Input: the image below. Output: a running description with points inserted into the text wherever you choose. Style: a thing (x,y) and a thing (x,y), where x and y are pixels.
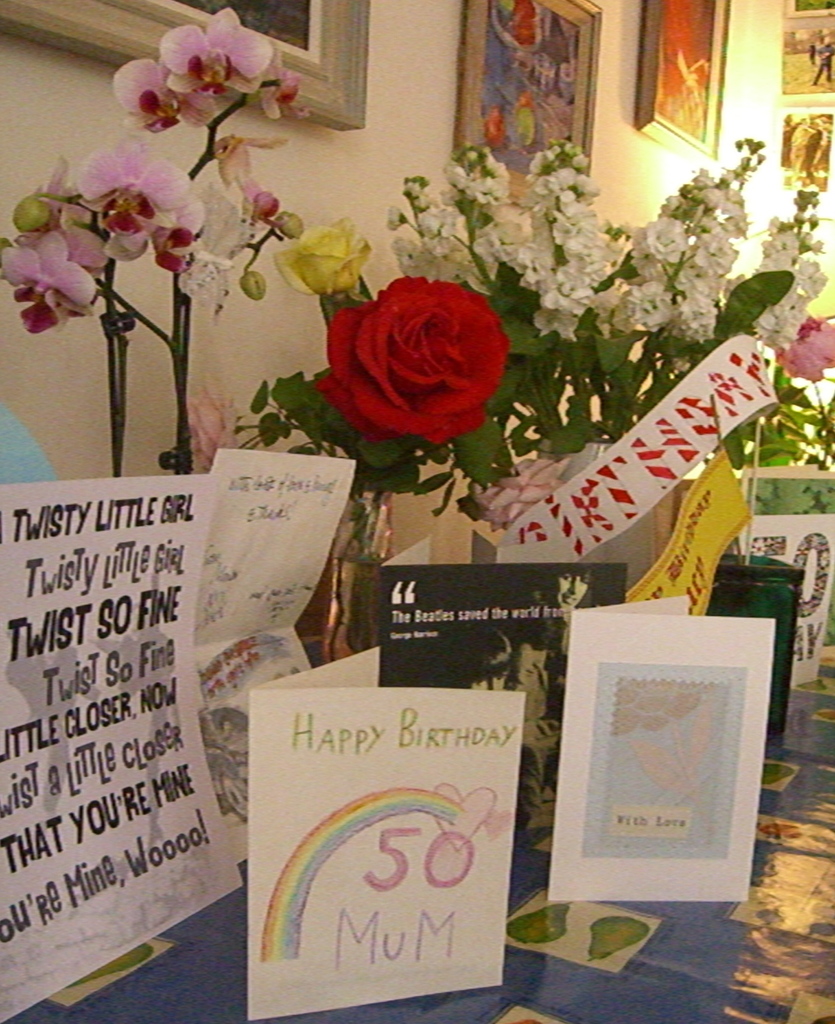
This image consists of many greetings (276,653) and flowers (354,296) kept on the desk (594,1009). In the background (684,18), we can see many frames (562,72) hanged on the wall (423,70).
